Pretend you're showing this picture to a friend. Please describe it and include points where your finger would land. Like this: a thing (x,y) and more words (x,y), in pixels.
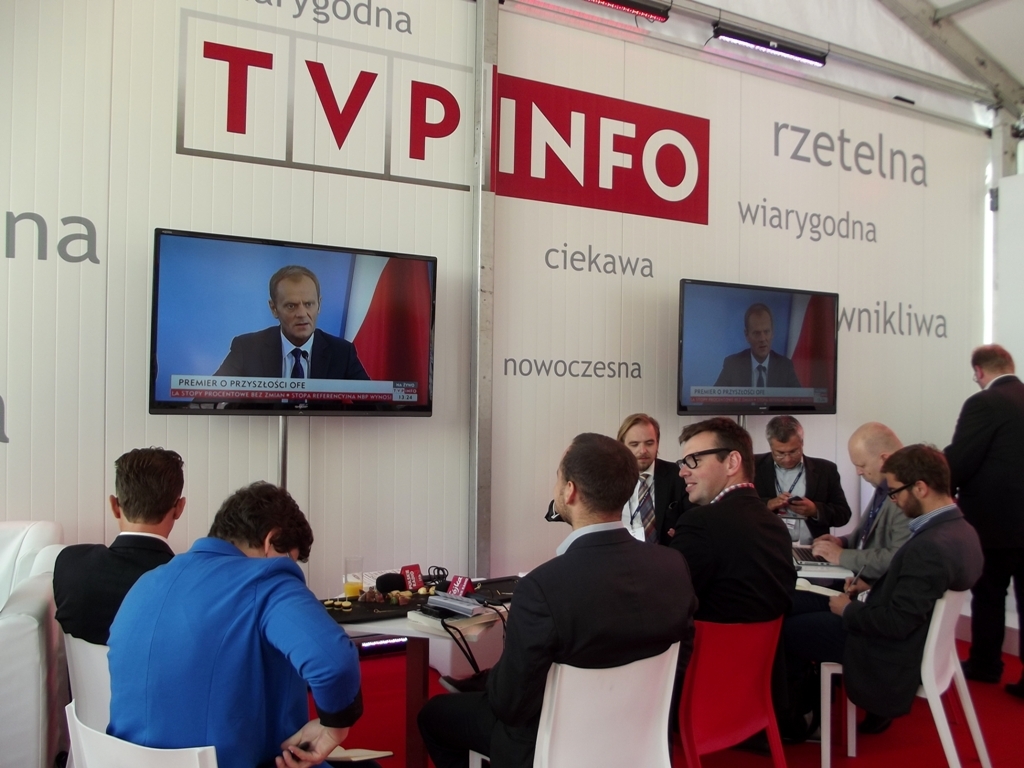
In this image, we can see two televisions (688,362) with screens (419,346) and rods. At the bottom (570,603), we can see a group of people (541,652). Few people (776,700) are sitting on the chairs (654,729). Here there are few tables (428,633). So many things (506,591) and objects (497,606) are placed on it. Background (560,326) there is a wall (566,345). Here we can see some text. On the right side (986,447), a person (988,481) is standing on the floor (913,709).
